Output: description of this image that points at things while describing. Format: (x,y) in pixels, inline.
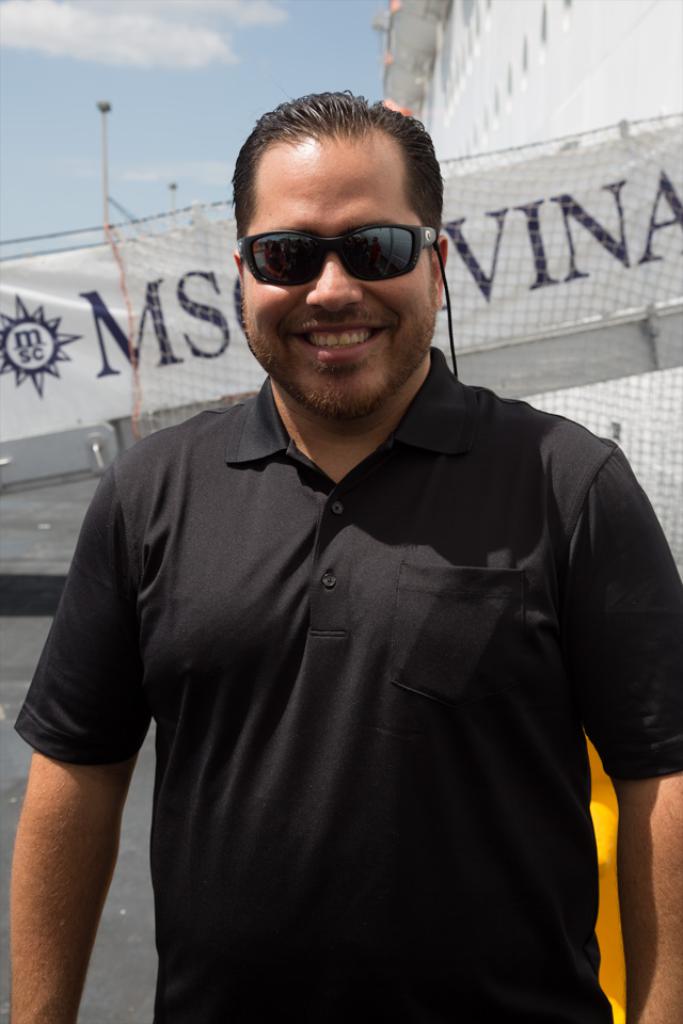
In this picture I can observe a man (209,610) wearing black color T shirt (332,586) and spectacles (318,265). He is smiling. In the background (229,115) I can observe sky (207,79).
